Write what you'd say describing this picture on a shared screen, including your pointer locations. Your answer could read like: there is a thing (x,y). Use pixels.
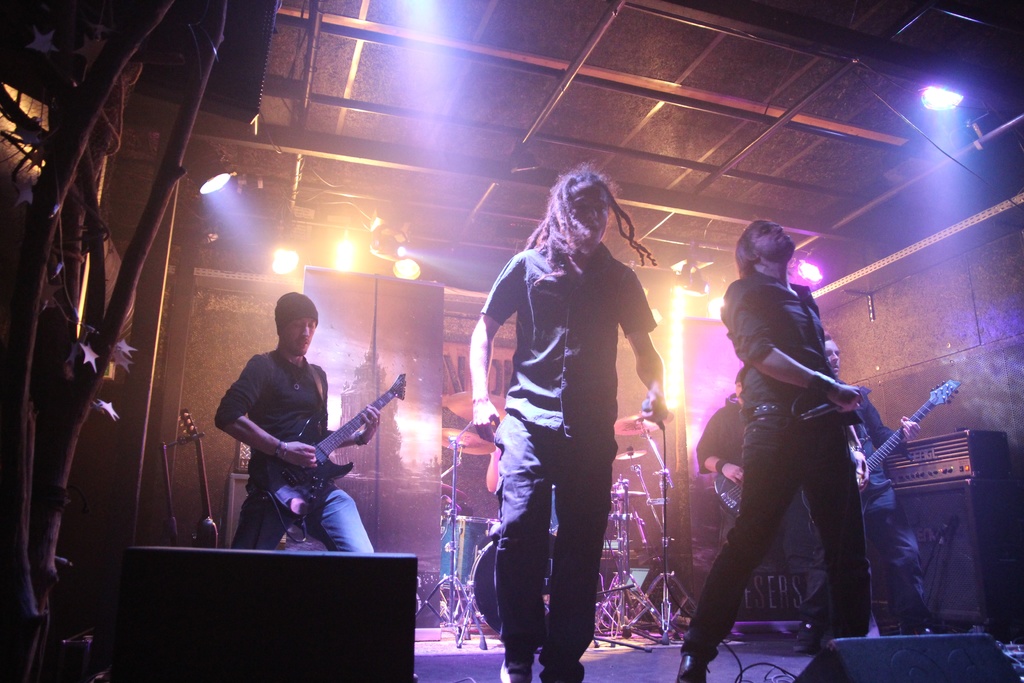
At the top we can see lights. This is a platform (587,649). These are musical instruments (462,552). Here we can see a man (589,213) with long hair (570,188) holding a mike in his hand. We can see persons (723,469) on the platform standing and playing guitars (287,484). we can see this person (861,598) standing.
